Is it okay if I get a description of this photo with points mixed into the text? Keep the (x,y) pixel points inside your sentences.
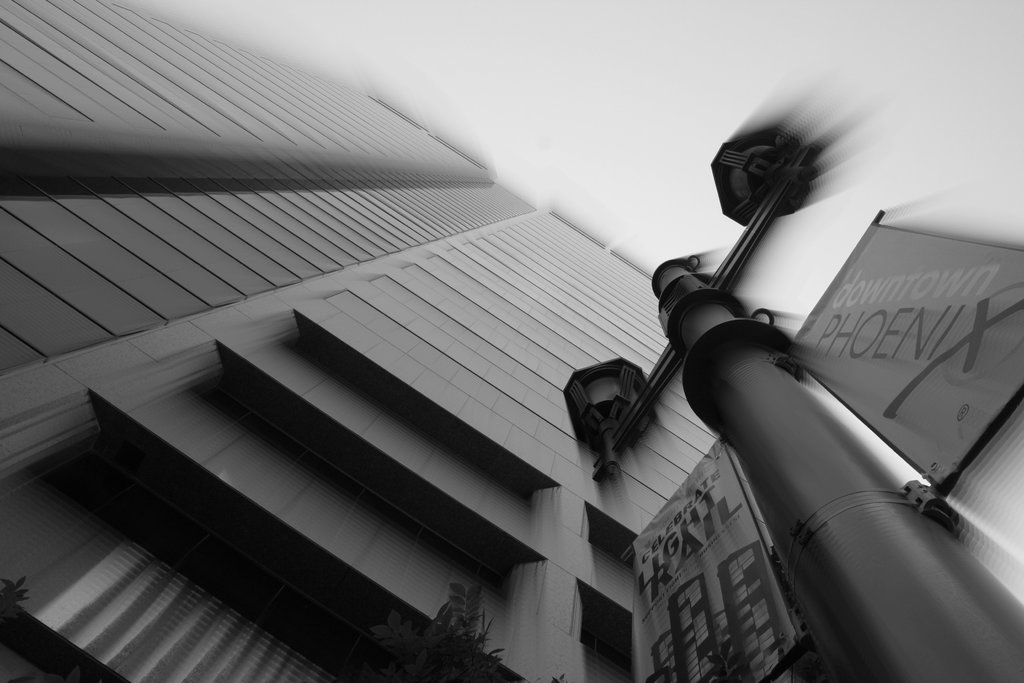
This is black and white picture of a building (251,402). To the right side of the image (786,414) one pole (819,500) is there and to the pole (879,566) banners (925,355) are attached with some text (874,330) written on it.
